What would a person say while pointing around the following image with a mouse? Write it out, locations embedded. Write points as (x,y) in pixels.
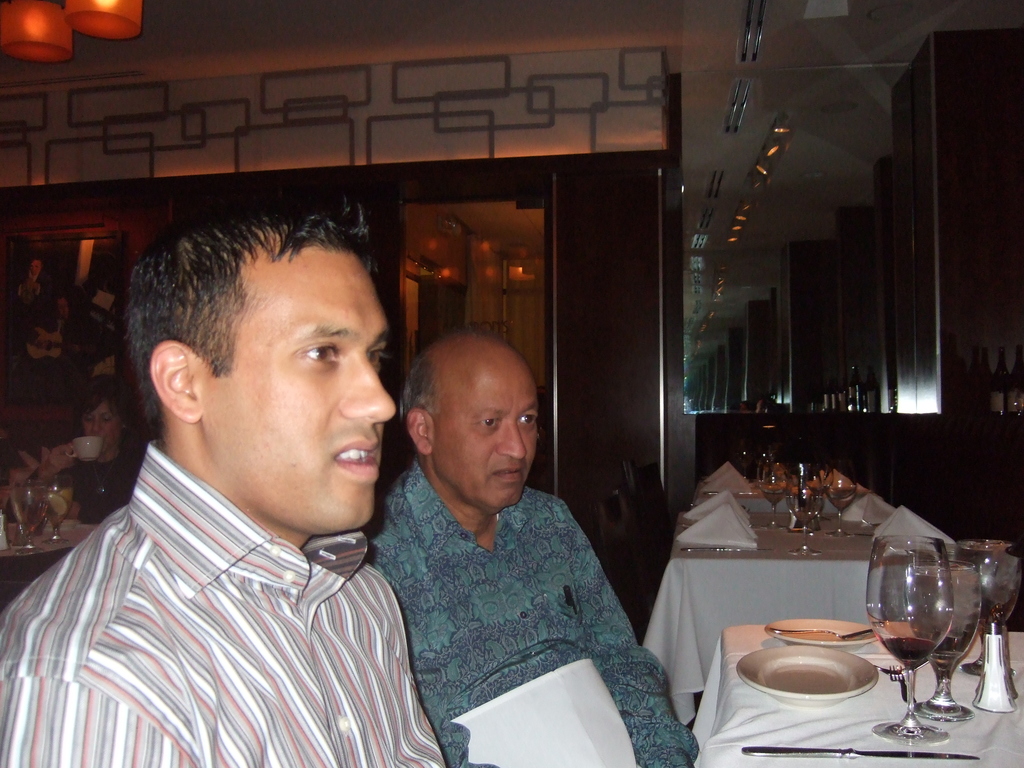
In this picture we can see two men (452,663) are sitting in front of a table (876,763), on the left side (121,462) we can see another person (137,457), in the background (681,531) there are tables (812,541), we can see plates (830,661), glasses (956,645), clothes (756,577), tissue papers (719,476) on these tables (846,726), there is a knife (899,750) at the bottom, in the background (816,228) we can see a glass (823,256), there is reflection (733,166) of lights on this glass (737,101), at the left top of the picture (90,43) we can see two lights (62,28).
